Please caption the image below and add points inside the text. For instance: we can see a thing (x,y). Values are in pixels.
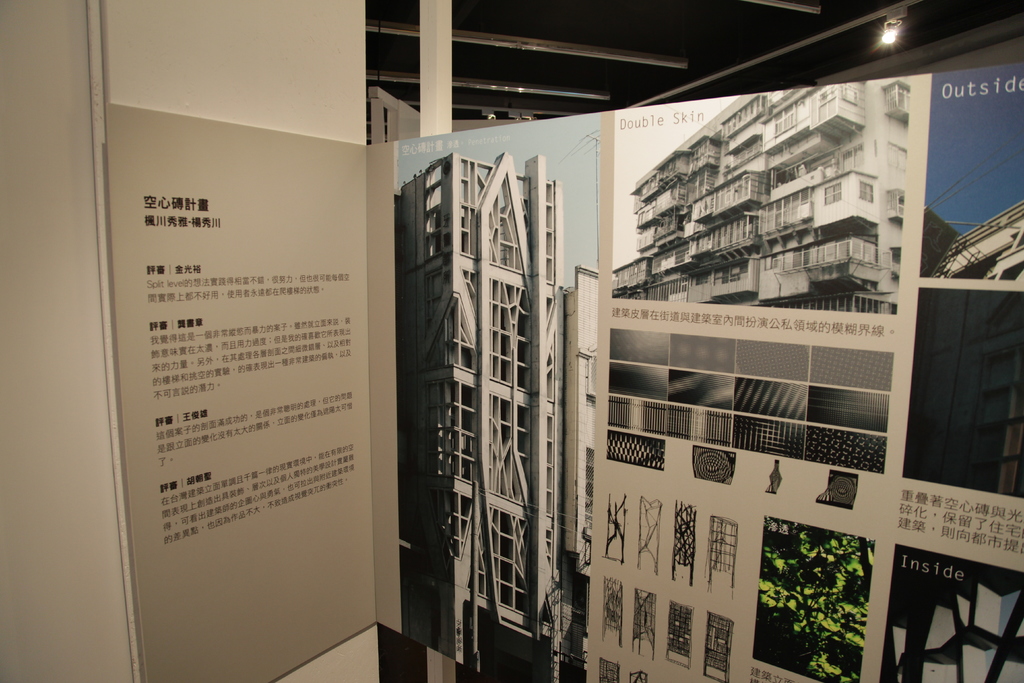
In this picture there is a board (728,372) and there are pictures (661,288) of buildings (540,286) and there is a picture (825,624) of a plant (831,599) and there is text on the board (603,390). At the back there is a wooden pole (426,113). At the top (675,94) there is a light (888,33) and there are rods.
